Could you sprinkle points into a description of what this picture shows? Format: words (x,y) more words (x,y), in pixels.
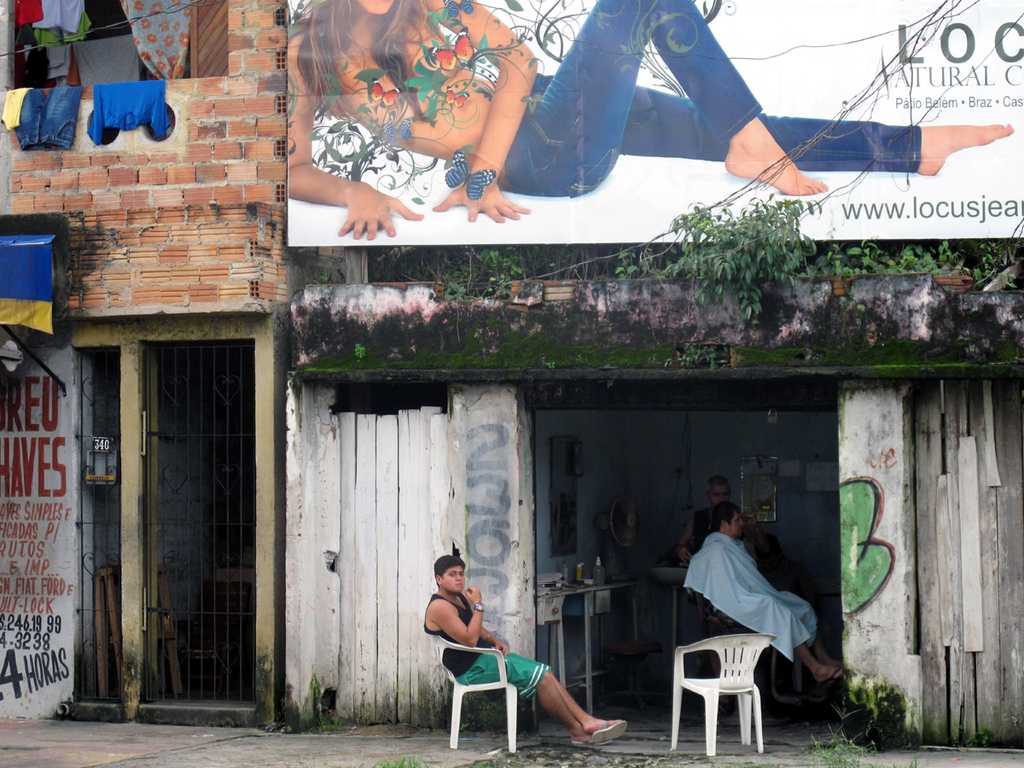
In this image there is a person (565,692) sitting on the chair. At the back (724,578) there is a person (736,563) sitting on the chair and other person (721,502) is standing behind the chair (719,614) inside the room (782,435). There are table fan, bottles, mirror (766,460) inside the room (766,671). At the left side (150,651) there is a door (231,465). At the top (443,195) there is a hoarding (691,26), at the left top (34,36) there are clothes (150,90) on the wall (130,253). At the top of the room (522,361) there are plants (824,253).
